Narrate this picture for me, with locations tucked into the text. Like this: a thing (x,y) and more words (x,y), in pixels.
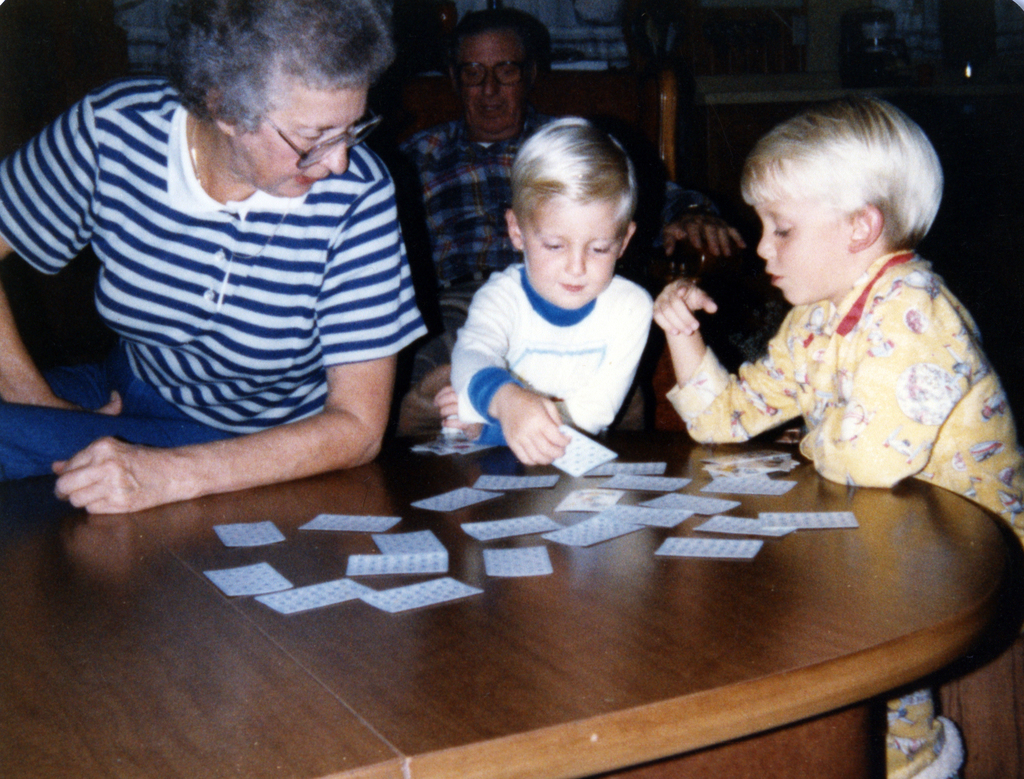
In this image, There is a table (749,693) which is in brown color on that table (160,601) there are some cards (472,534) which are in white color, There are some kids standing at the table (837,542), In the left side (165,476) there is a old woman (112,382) sitting, In the background (527,107) there is a man (537,123) sitting on the chair (541,110).
